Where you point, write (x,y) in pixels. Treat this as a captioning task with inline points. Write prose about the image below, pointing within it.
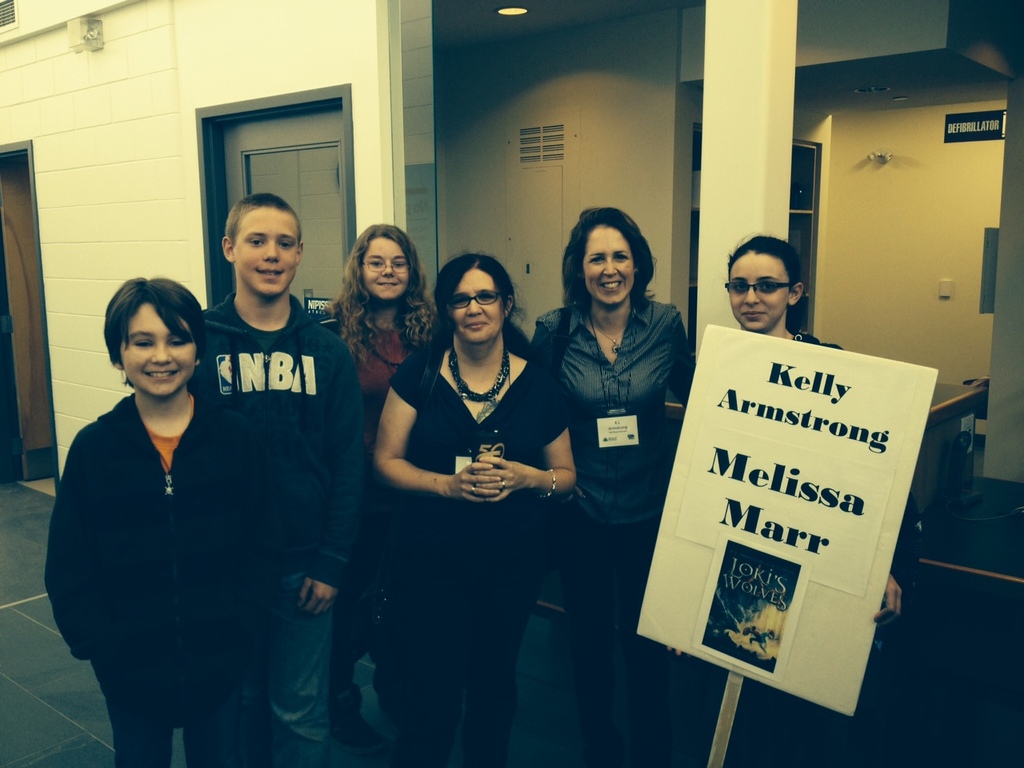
In this picture we can see a group of people (561,497) standing on the floor (75,721) and smiling and a woman (742,290) holding a board (738,674) with her hand (895,583) and on this board (747,419) we can see posters (809,374) and at the back of them we can see a name board (983,137), doors (314,157), pillars (396,142), light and some objects (987,307).
